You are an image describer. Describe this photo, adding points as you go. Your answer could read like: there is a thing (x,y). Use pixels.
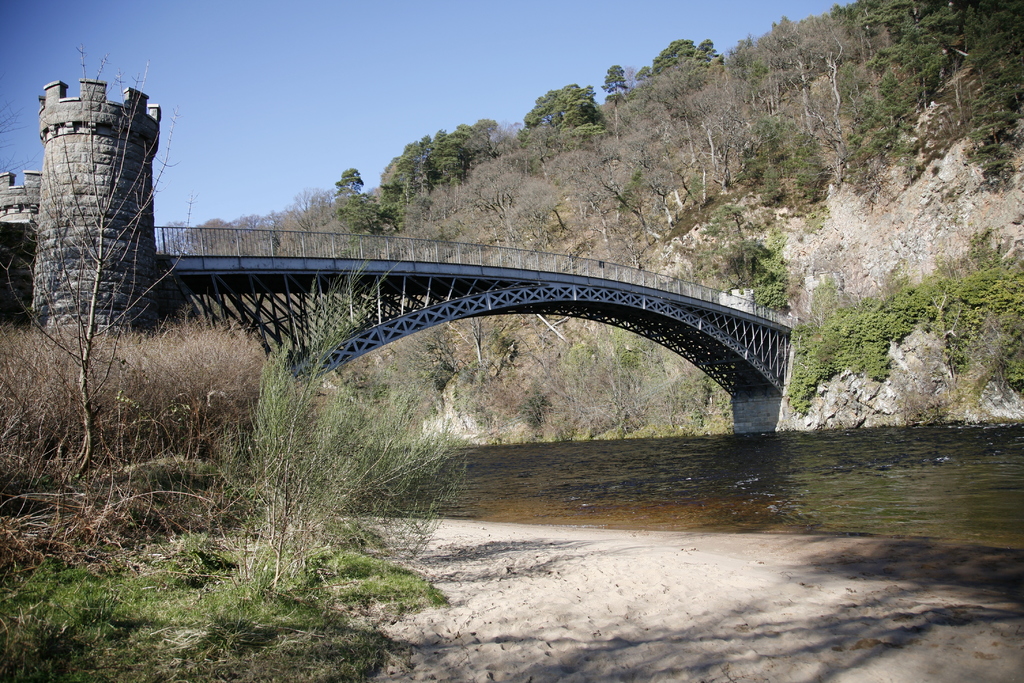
In the center of the image (460,274) a bridge (406,261) is there. On the right side of the image (771,163) we can see hills (869,255), plants (735,162) are there. At the top left corner (138,221) a tower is present. At the bottom of the image (803,534) water (791,508) is there. At the top of the image (419,65) sky (438,68) is there. At the bottom of the image (513,648) soil (541,665) is present.
